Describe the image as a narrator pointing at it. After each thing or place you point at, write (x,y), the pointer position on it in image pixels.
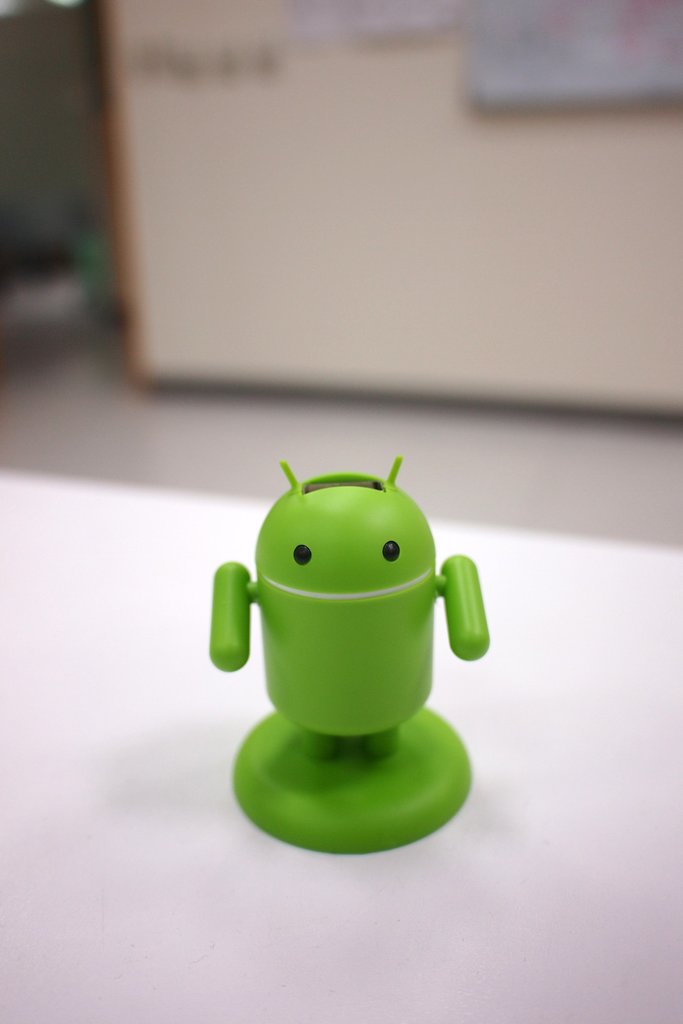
In the image we can see there is a green colour android logo toy (337,657) kept on the table (374,959) and there are banner (303,28) kept on the wall (405,175). Background of the image (509,160) is little blurred.
